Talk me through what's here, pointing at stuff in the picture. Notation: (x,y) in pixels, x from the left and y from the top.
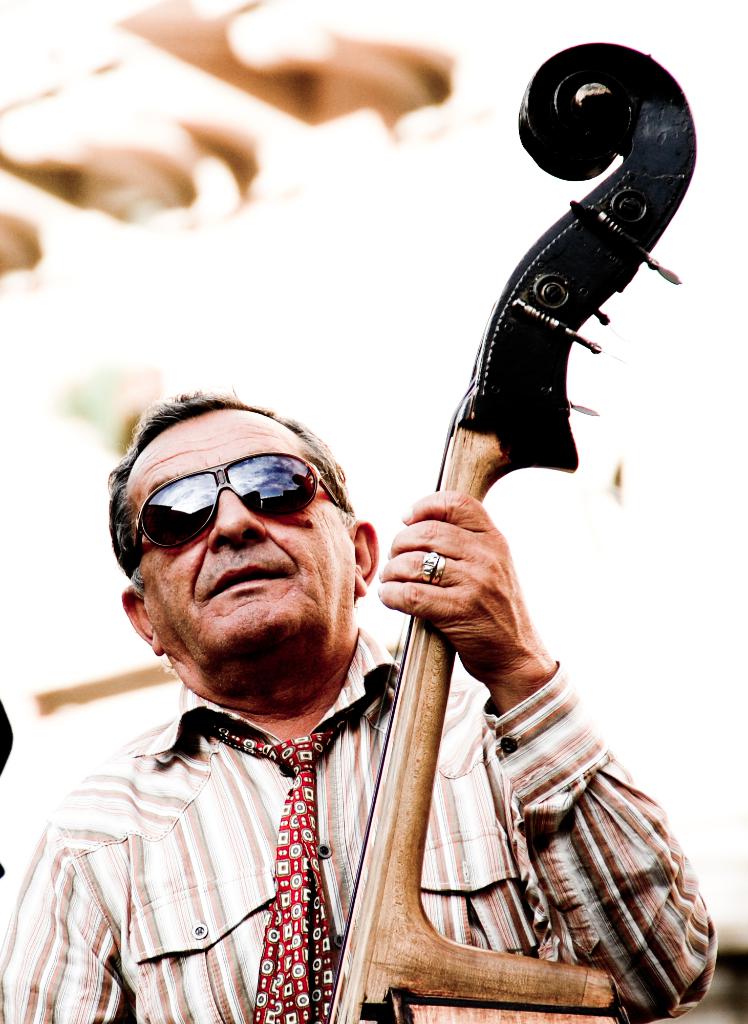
In the image there is an old man (142,764), he is playing a music instrument (365,925). The man (204,762) is wearing a cream and white color shirt (230,827), goggles (292,501) and the background of the man (190,420) is blur.
